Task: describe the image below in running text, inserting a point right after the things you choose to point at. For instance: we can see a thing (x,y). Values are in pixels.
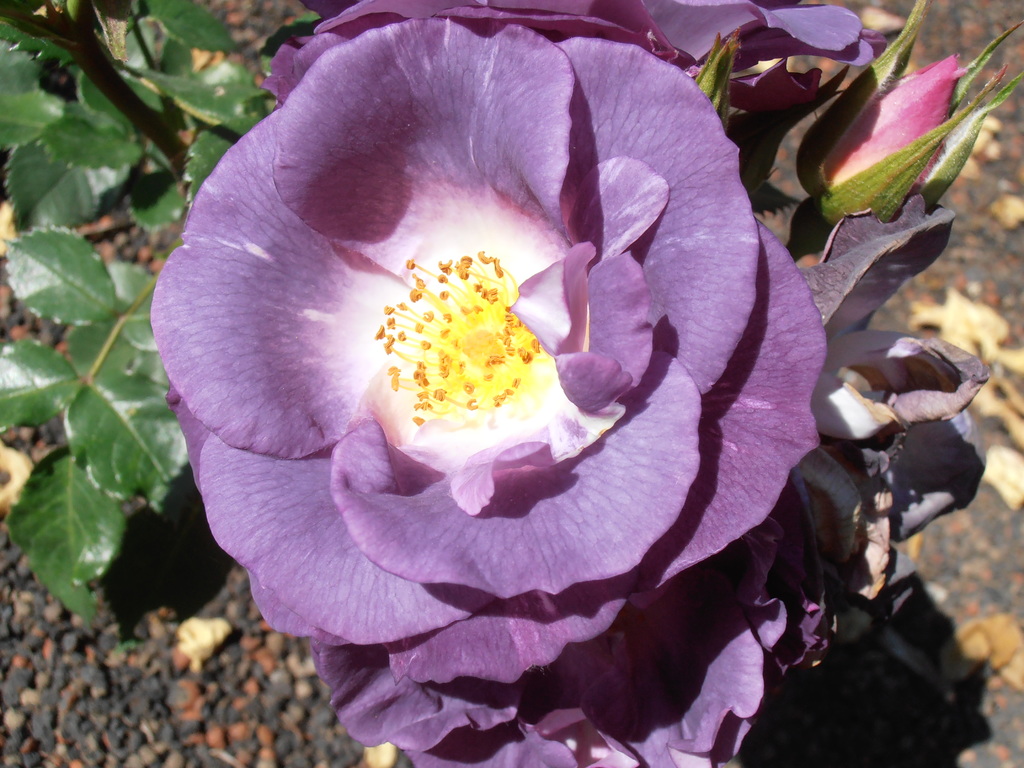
In the image there is purple flower (501,258) to a plant (875,379) on the land (172,717).
